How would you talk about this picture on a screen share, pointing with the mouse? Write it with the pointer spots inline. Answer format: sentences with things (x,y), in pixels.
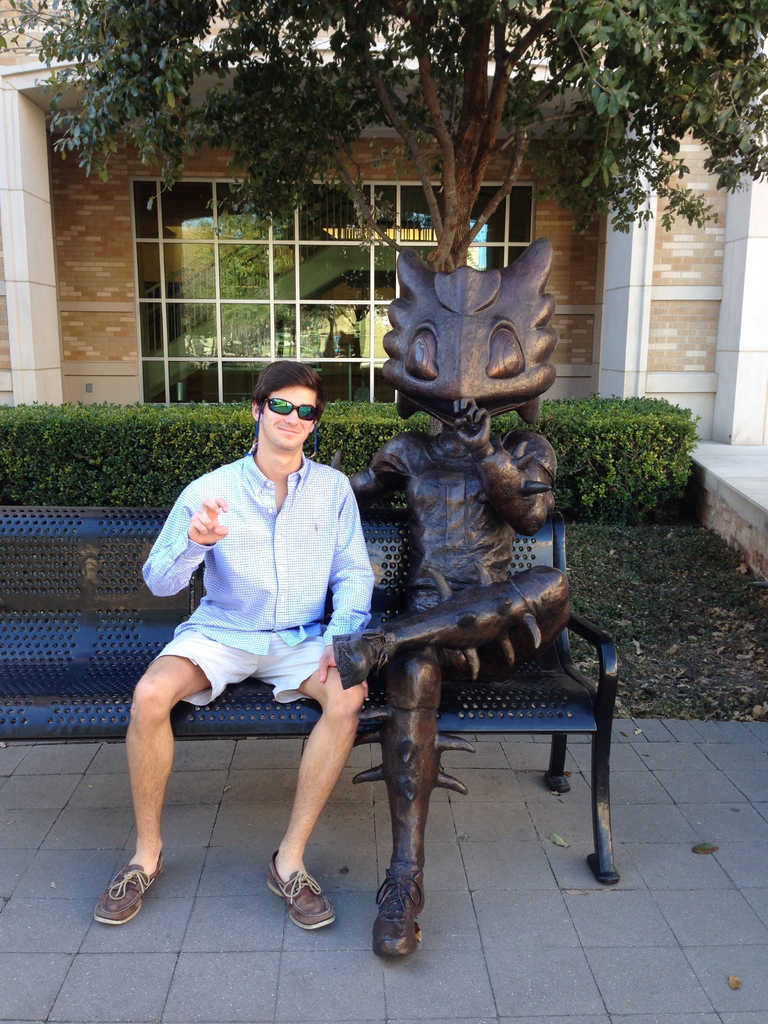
In this image we can see a person (262,670) sitting and a statue (353,663) on the bench (505,686), shredded leaves (738,654) on the ground (591,581), bushes (581,461), building (295,233) and a tree (376,74).
